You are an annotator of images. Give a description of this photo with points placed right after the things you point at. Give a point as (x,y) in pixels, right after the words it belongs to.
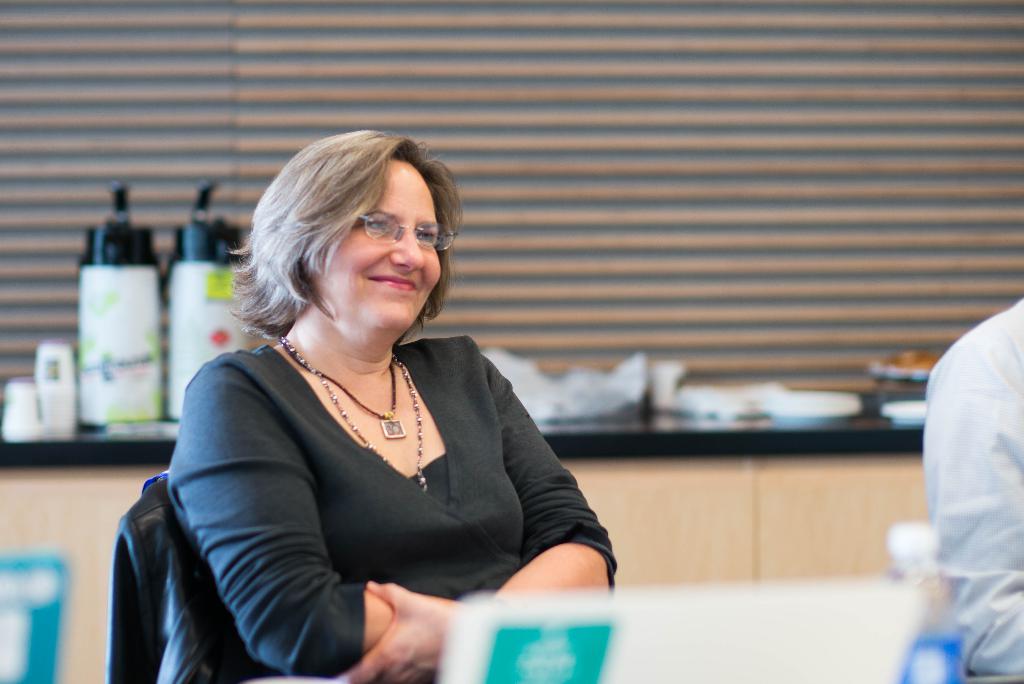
In this picture there is a woman (352,507) wearing black dress (347,534) is sitting in the chair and there is another person (981,465) sitting beside her and there are few other objects (141,336) in the background (193,296).
